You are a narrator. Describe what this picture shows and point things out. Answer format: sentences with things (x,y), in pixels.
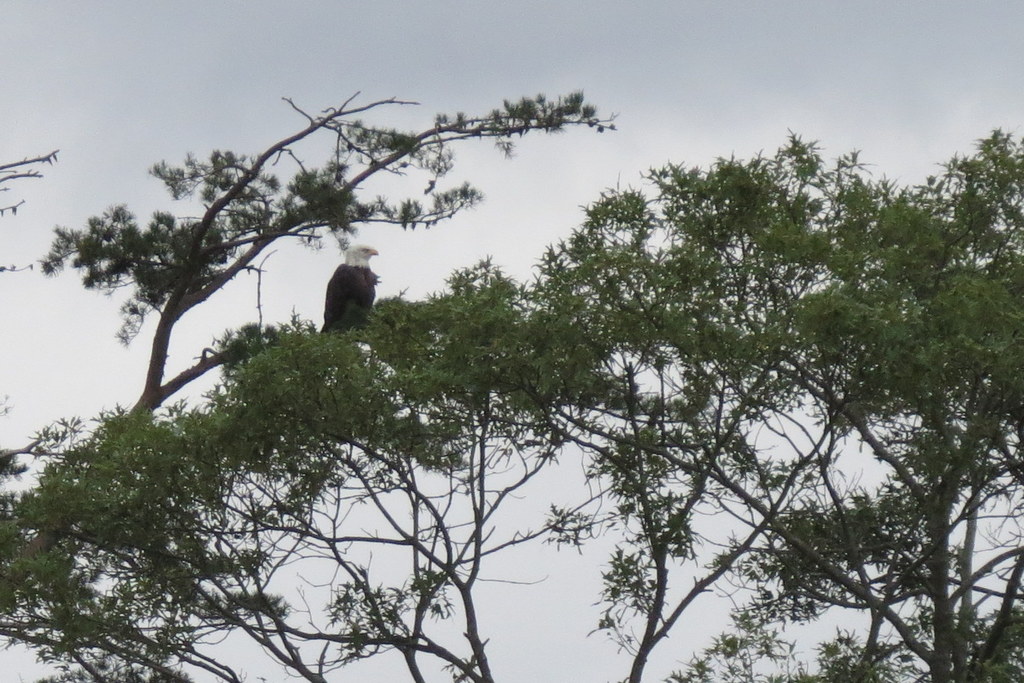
This picture shows the tree branches (379,591) on which black and white color Eagle (358,286) is sitting. Above we can see grey cloudy sky (292,78).
